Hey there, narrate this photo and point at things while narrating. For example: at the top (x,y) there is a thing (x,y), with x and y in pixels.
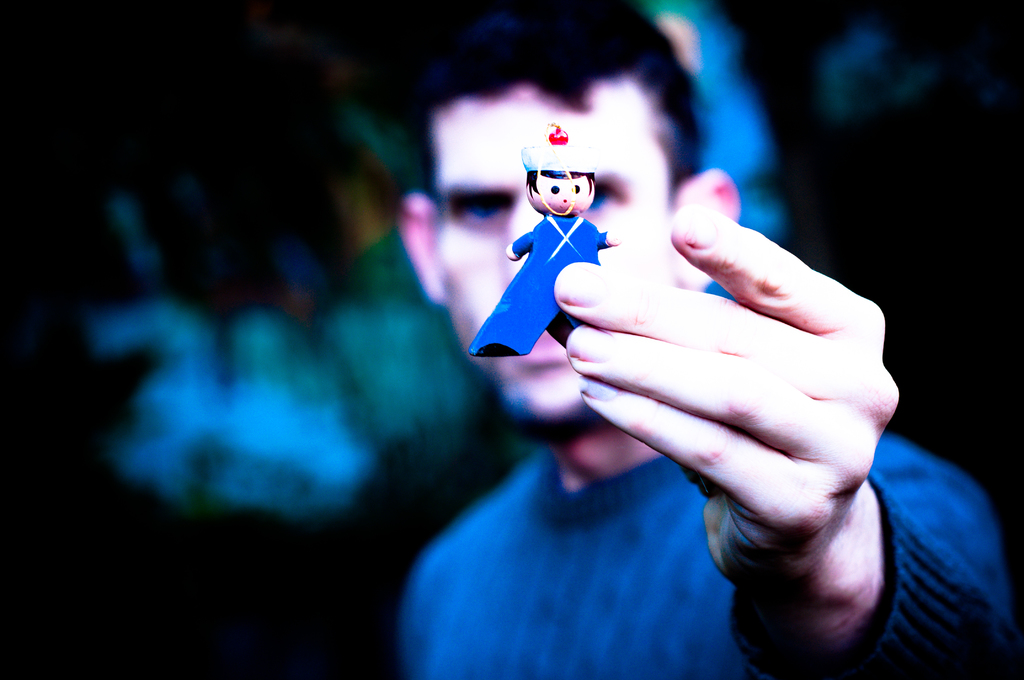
In the center of the image (651,266) there is a person (504,239) holding a toy (556,246) in his hand (582,356). The background of the image (238,38) is blur.
